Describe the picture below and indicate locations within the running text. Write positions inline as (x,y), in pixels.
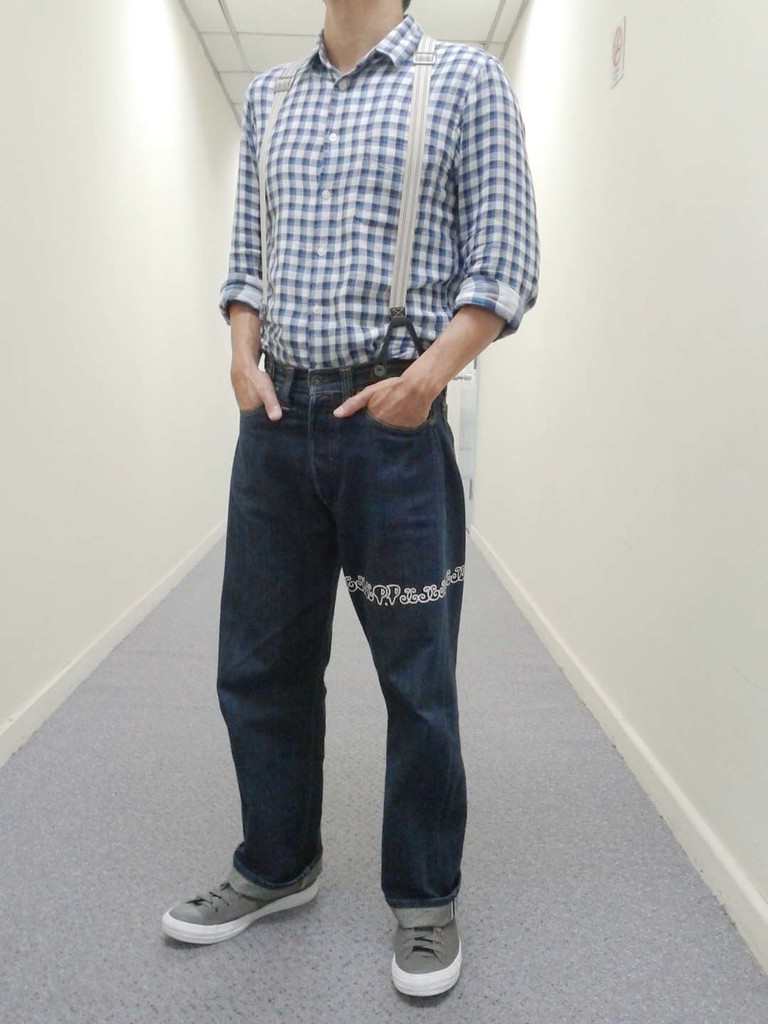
In this image we can see a person (346,418) standing on the floor (256,947).
